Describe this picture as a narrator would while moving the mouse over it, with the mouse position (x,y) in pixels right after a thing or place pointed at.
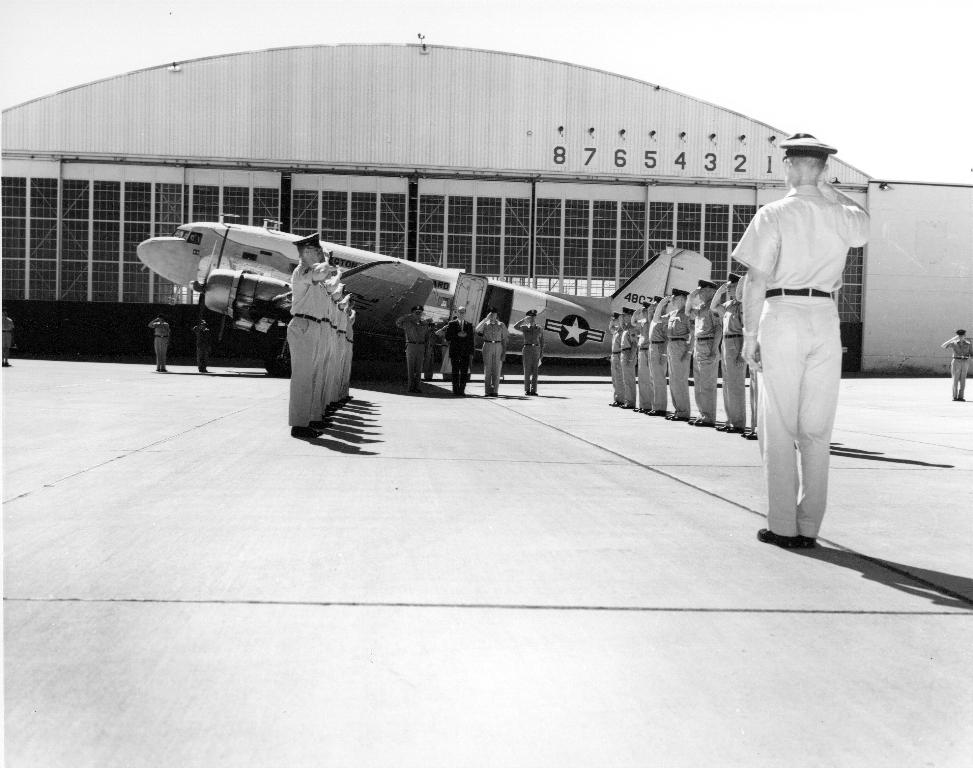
This is a black and white picture. In this picture, we see the men (646,359) in the uniform (679,338) are standing and all of them are saluting. Behind them, we see an aircraft (276,330). In the background (579,178), we see the shed (493,215). On the right side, we see a wall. At the top (959,28), we see the sky (826,36). At the bottom (611,643), we see the road (684,695).
